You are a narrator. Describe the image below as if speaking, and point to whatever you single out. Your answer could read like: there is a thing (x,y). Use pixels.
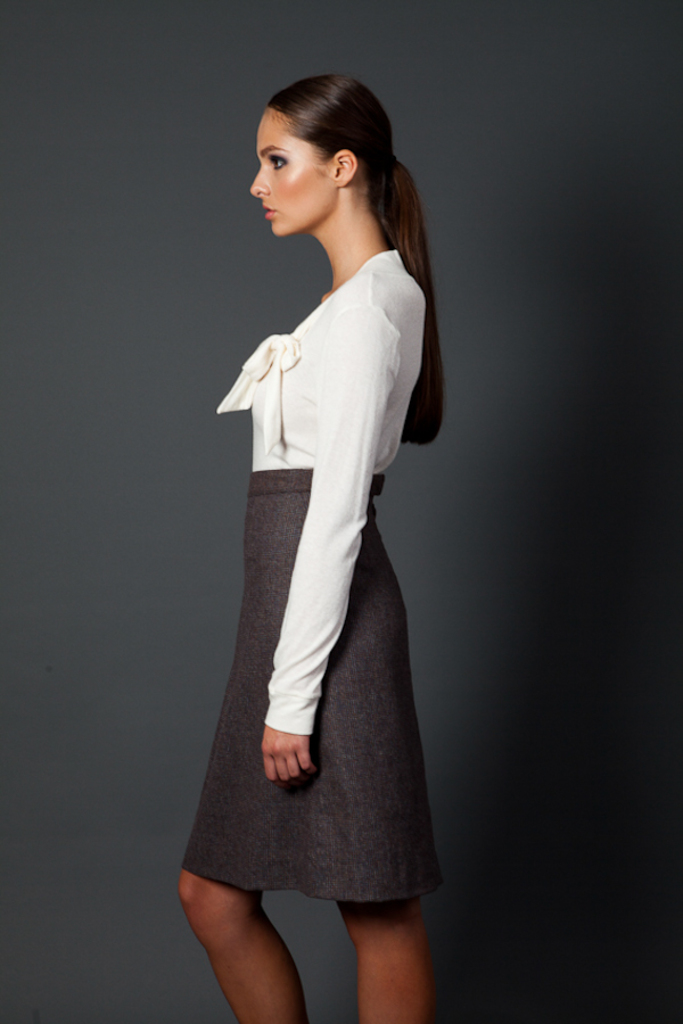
In this picture I can see a woman (264,630) standing and I can see a dark color background (46,163).
